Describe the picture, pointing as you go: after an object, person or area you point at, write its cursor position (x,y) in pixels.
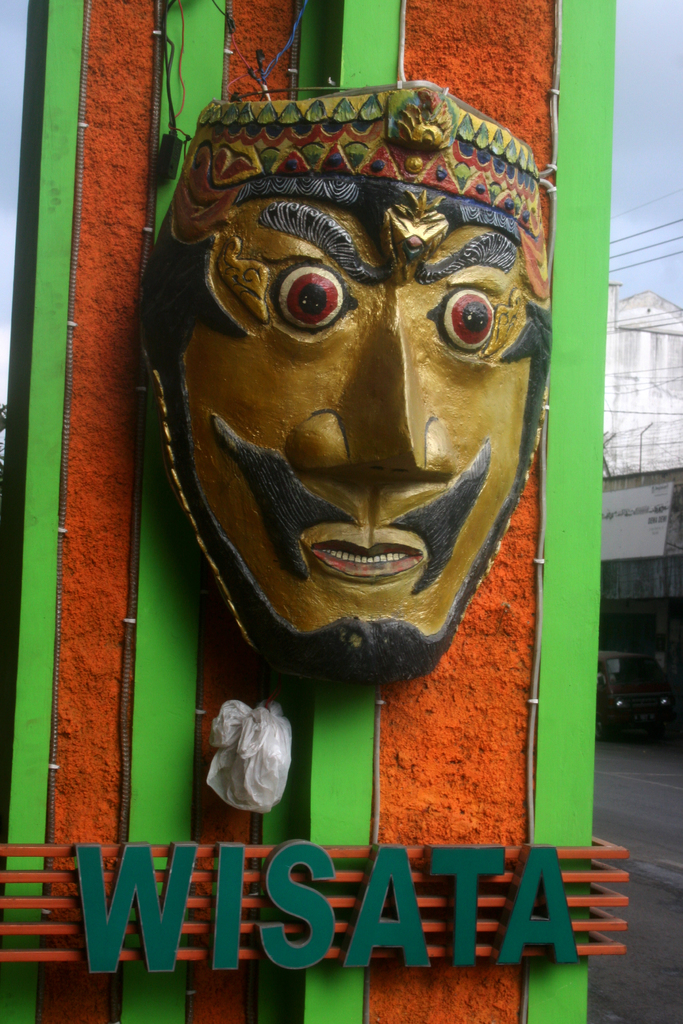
In this image we can see a mask (267,257), text (270,874), cables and objects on the wall (121,261). In the background (670,284) we can see clouds (662,215) in the sky (649,219), electric wires (662,256), building (662,319) and other objects (652,684).
